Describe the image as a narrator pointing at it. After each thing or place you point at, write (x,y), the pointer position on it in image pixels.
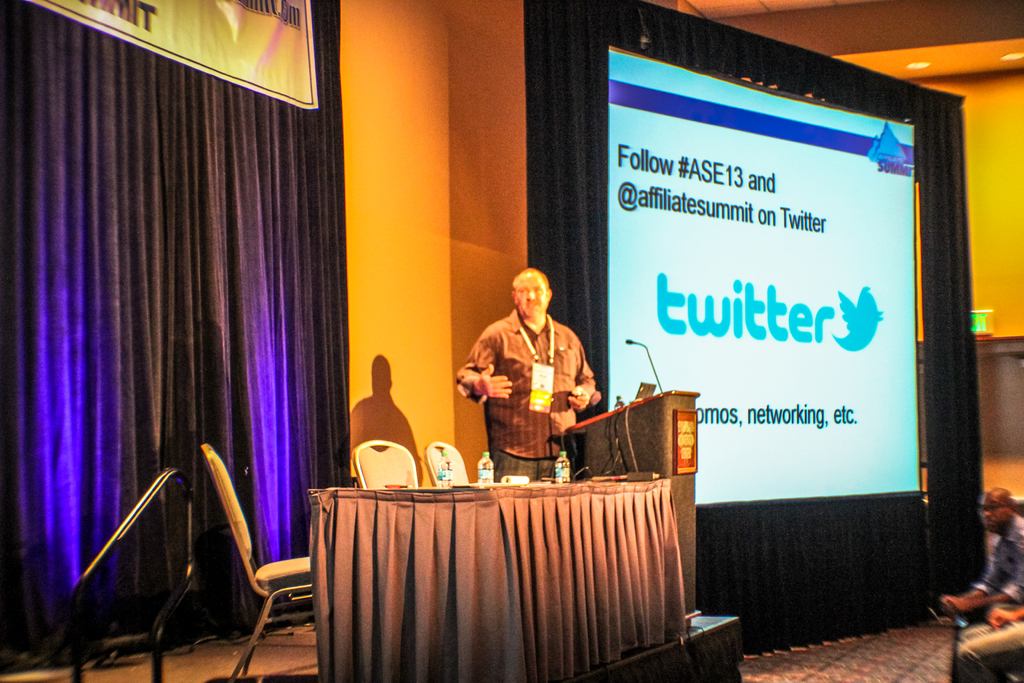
This is the man (576,418) standing. I can see a table (450,519), which is covered with a cloth (541,504). These are the water bottles (567,466) and few other things (599,478) are placed on the table (550,489). This looks like a podium (633,425) with a mike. I think this is a screen (670,368) with the display (877,446). At the top of the image (279,79), that looks like a banner (216,46). I think these are the curtains (265,343) hanging. On the right side of the image (999,646), I can see a person (1000,600) sitting. This looks like a board (685,457), which is attached to the podium (669,446).
